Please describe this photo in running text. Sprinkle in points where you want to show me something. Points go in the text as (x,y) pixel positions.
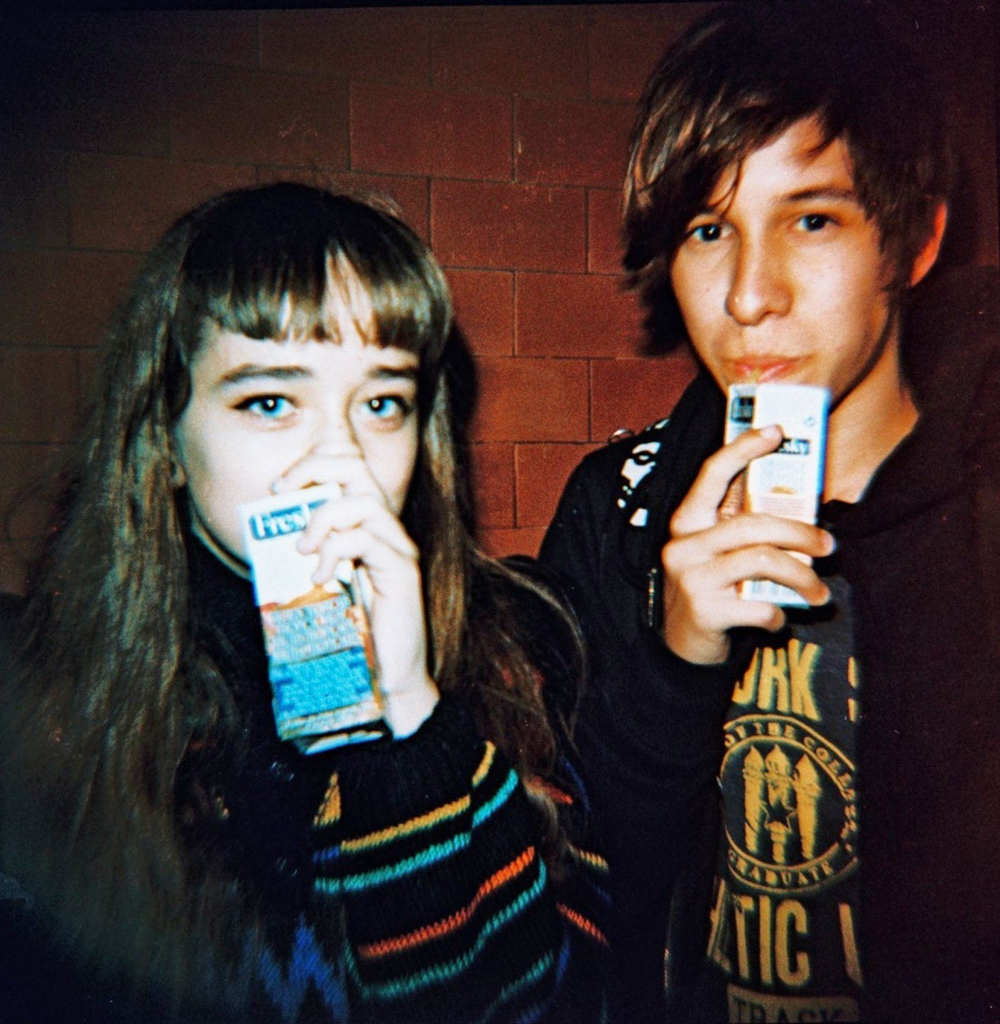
In this picture we can see two persons (736,160) holding their drinks (746,400) and drinking on right side (893,482) man (896,684) is wearing jacket (652,476) and on left side (327,383) woman (424,642) is standing. In the background (392,46) we can see brick wall (270,140).
